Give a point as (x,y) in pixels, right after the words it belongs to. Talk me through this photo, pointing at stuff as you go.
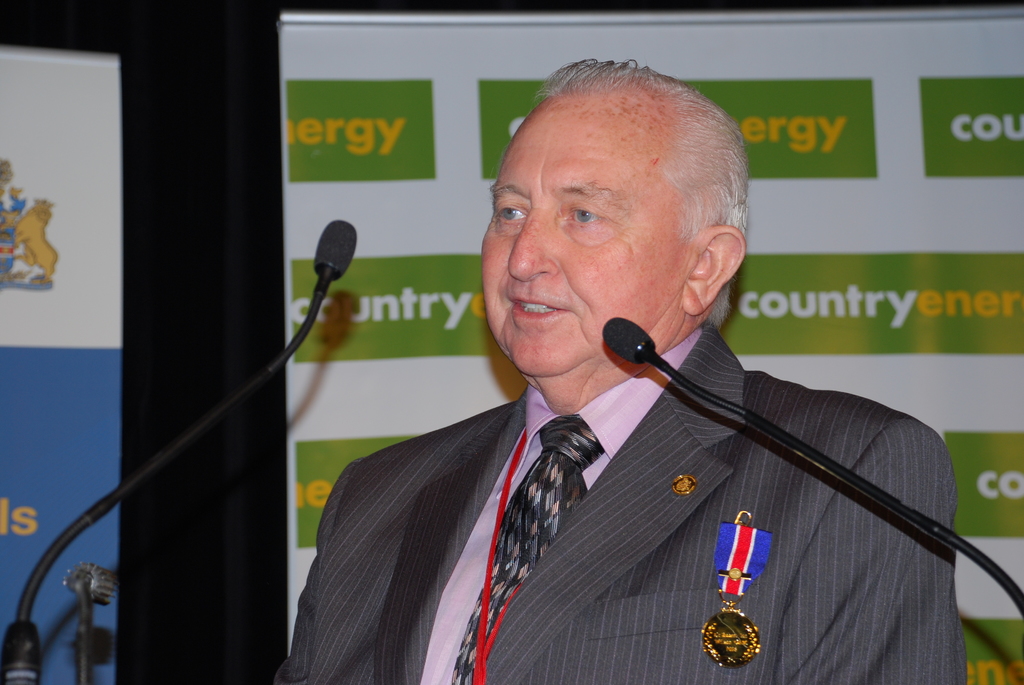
In this picture there is an old man (644,466) wearing a black suit (641,593) is standing in the front (756,453) and giving a speech in the black microphone (130,488). Behind we can see the green and white banner board (372,211).
